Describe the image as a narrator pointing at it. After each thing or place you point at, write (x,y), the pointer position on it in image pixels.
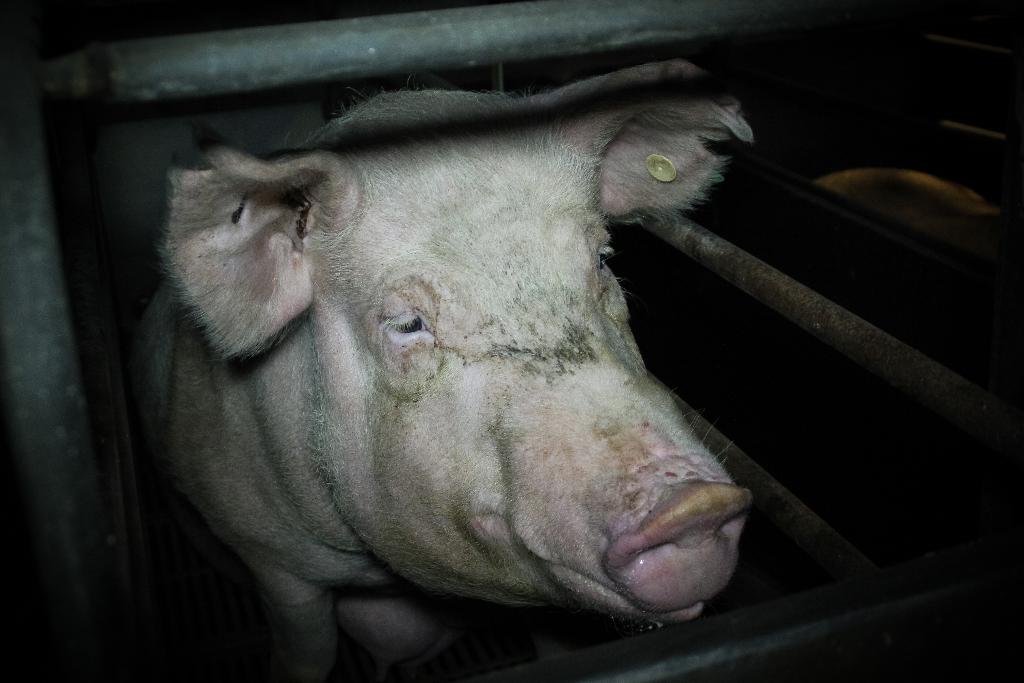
In this image I can see a pig (415,410). It seems like it is in the box (721,646) which is made up of metal (189,60). Beside this there are two metal rods (794,310).
